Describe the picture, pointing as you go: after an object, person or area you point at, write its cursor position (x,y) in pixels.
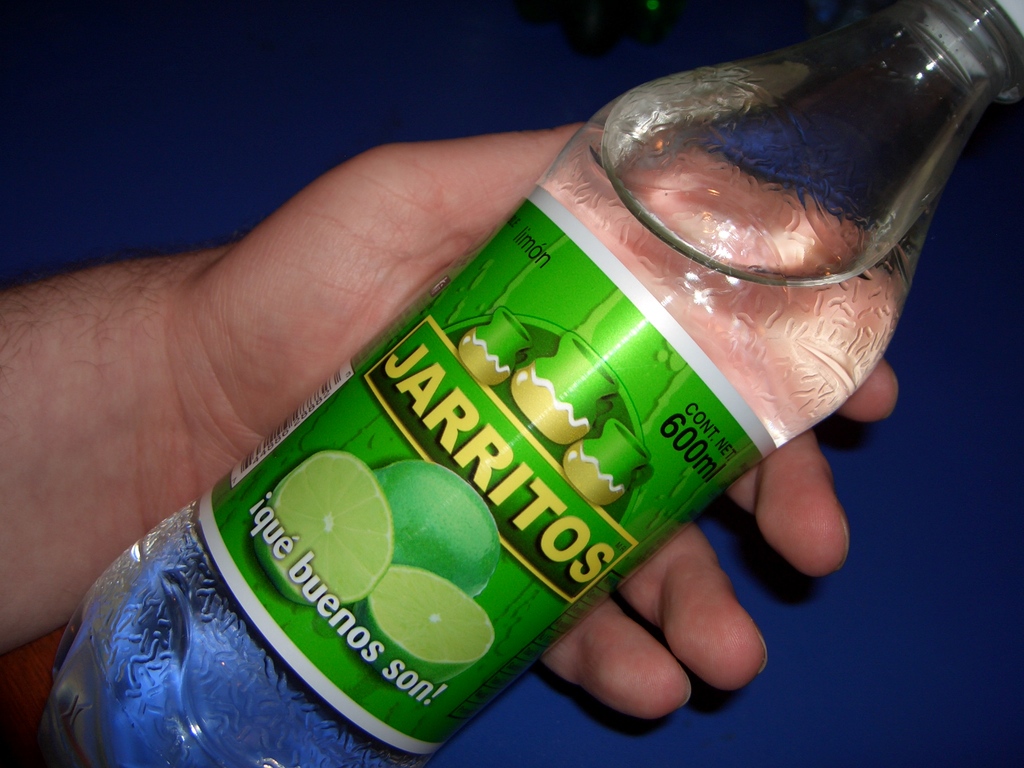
In this image there is a person (302,328) holding a water bottle (169,577) and in water bottle (169,577) there is a label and a lid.
